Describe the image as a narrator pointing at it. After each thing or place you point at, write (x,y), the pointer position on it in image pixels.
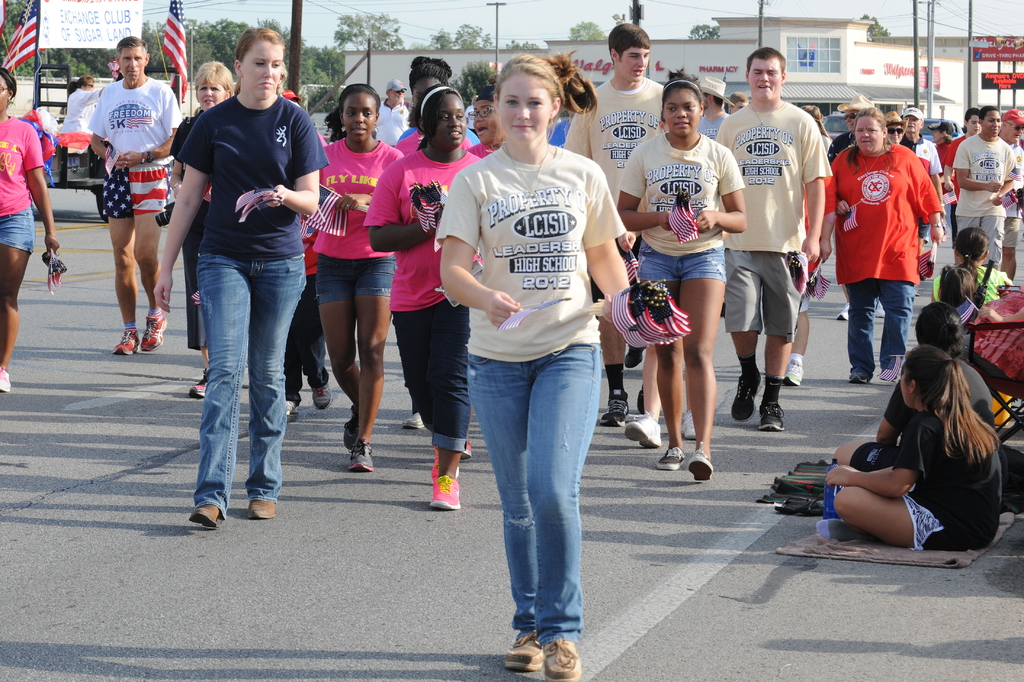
In this picture there are people (535,137) in the center of the image (590,356), by holding flags (692,224) in their hands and there are other people (946,286) those who are sitting on the floor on the right side of the image (928,411) and there are posters (107,9), poles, trees (584,33), flags (17,41), and a building (725,68) in the background area of the image (468,53).
